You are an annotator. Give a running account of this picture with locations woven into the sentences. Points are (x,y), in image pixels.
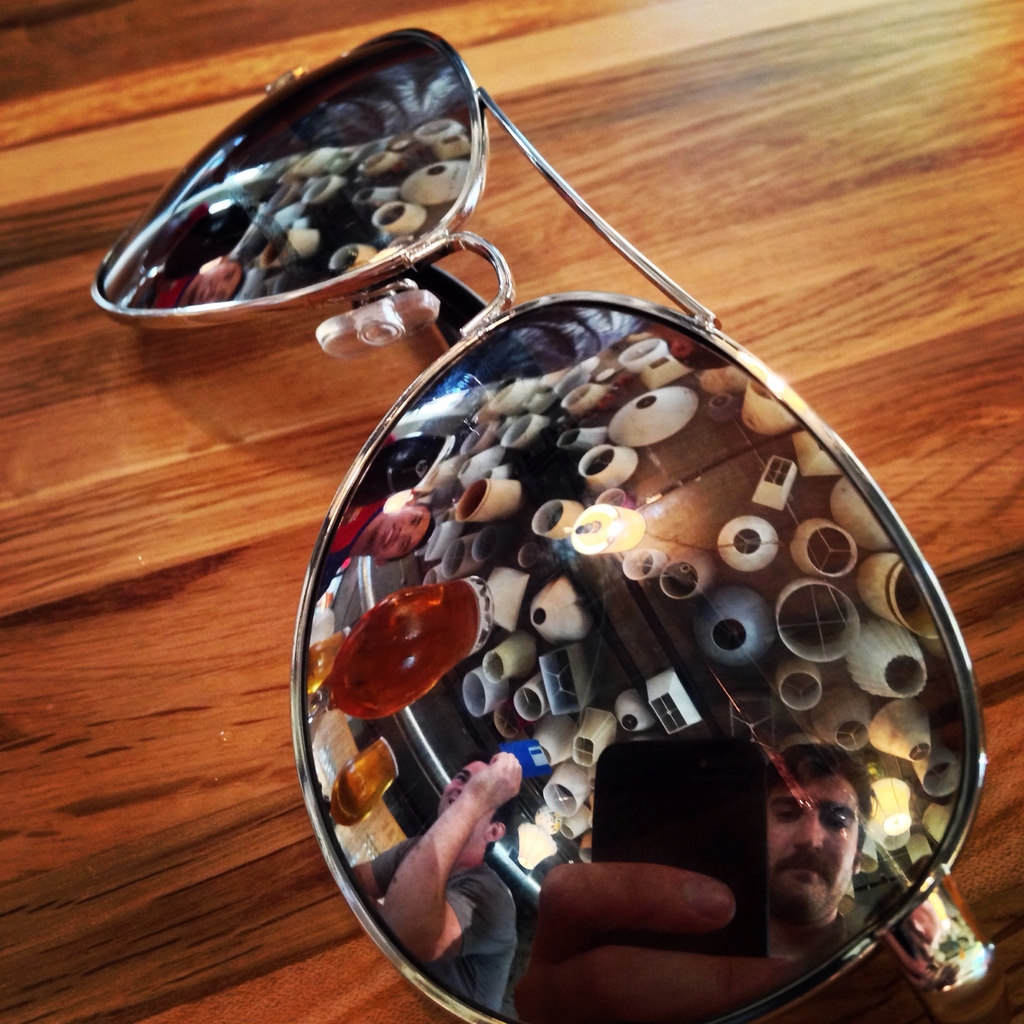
There is a goggle (737,607) kept on the table (307,55) in which is a person (835,789) is holding a camera (718,777) in his hand (691,908) and half visible and lights (499,612) are visible. And two person (417,864) are sitting in front of the table (383,813) on which a glass (349,785) is kept. This image is taken inside a room (198,842).
